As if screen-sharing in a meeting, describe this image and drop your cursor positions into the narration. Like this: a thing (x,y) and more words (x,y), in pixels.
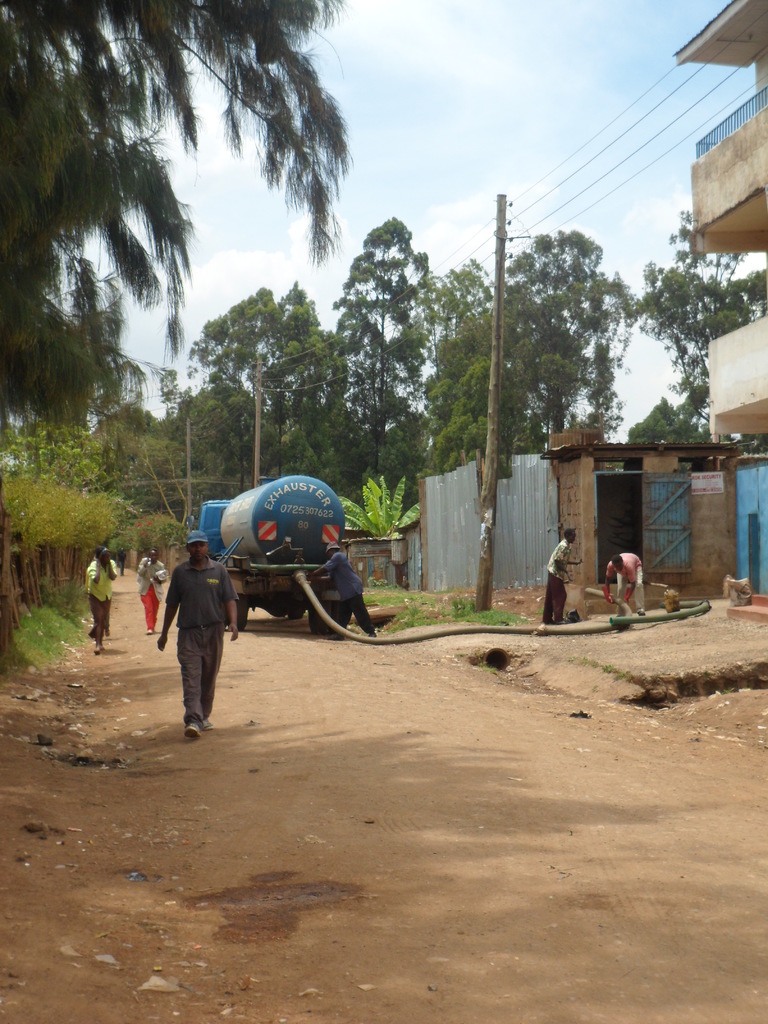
In the foreground of this image (328,739), there is a path (234,733) and few persons (189,624) are walking on it and there is also a tanker (301,520) and a pipe (444,636) attached to it. In the background (213,421), there are trees (124,424) and poles (259,398). On the right (720,392), there is a building (714,549), pole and cables (623,135). On the top (394,94), there is the sky (407,39) and the cloud (411,15).
